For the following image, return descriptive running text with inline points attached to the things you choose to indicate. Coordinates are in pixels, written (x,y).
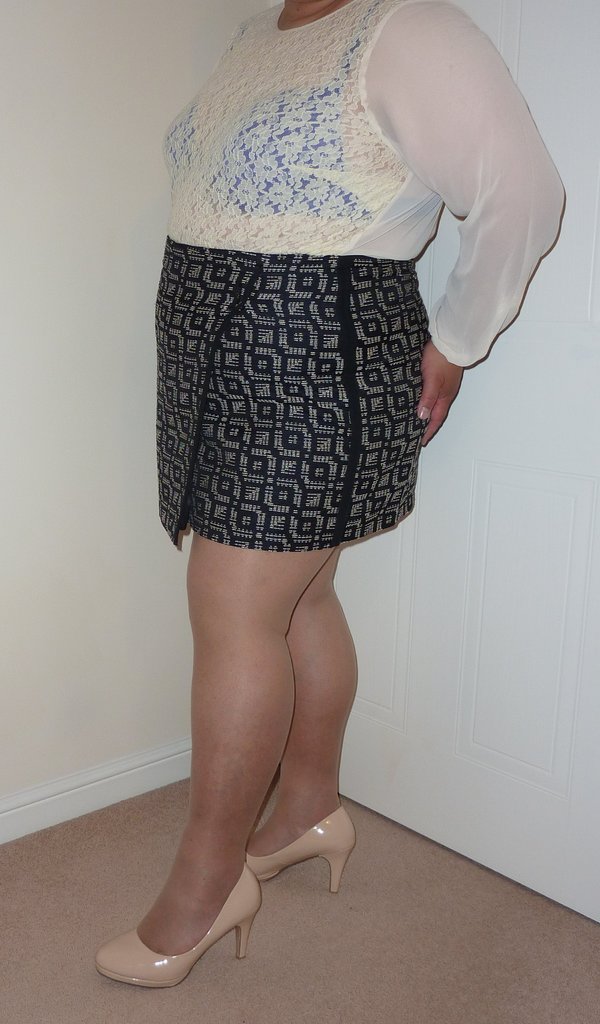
In this picture we can see a woman (171,294) wore heels (164,983) and standing on the floor (88,926) and at the back of her we can see a door (531,70) and in the background (136,435) we can see the wall (154,296).
